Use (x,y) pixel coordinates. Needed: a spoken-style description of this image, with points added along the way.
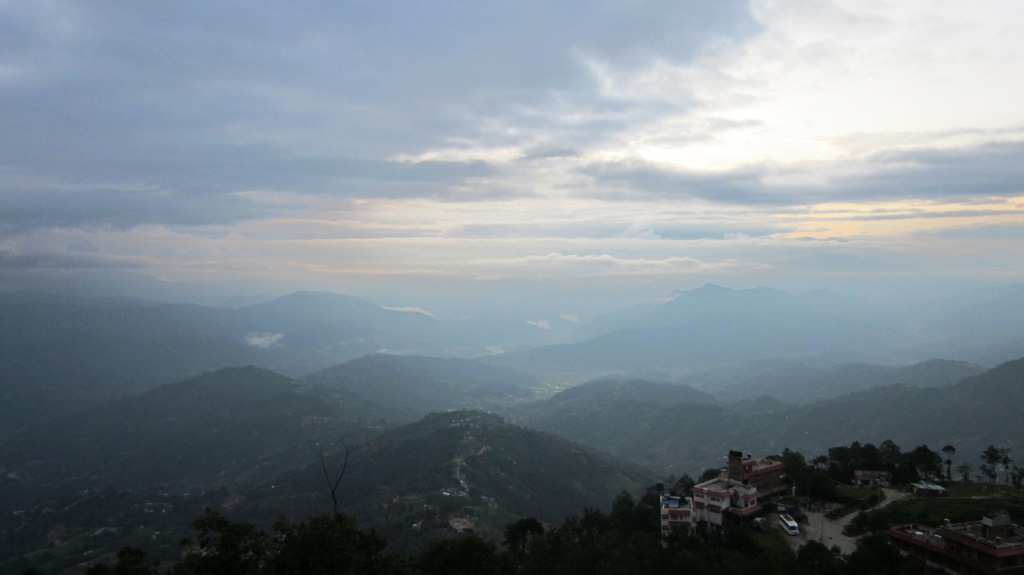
In this image we can see mountains (747,369). At the top of the image (422,102), the sky (381,102) is covered with clouds (688,135). At the bottom of the image (540,544), we can see trees (740,519), buildings (945,548) and buses (784,517).
